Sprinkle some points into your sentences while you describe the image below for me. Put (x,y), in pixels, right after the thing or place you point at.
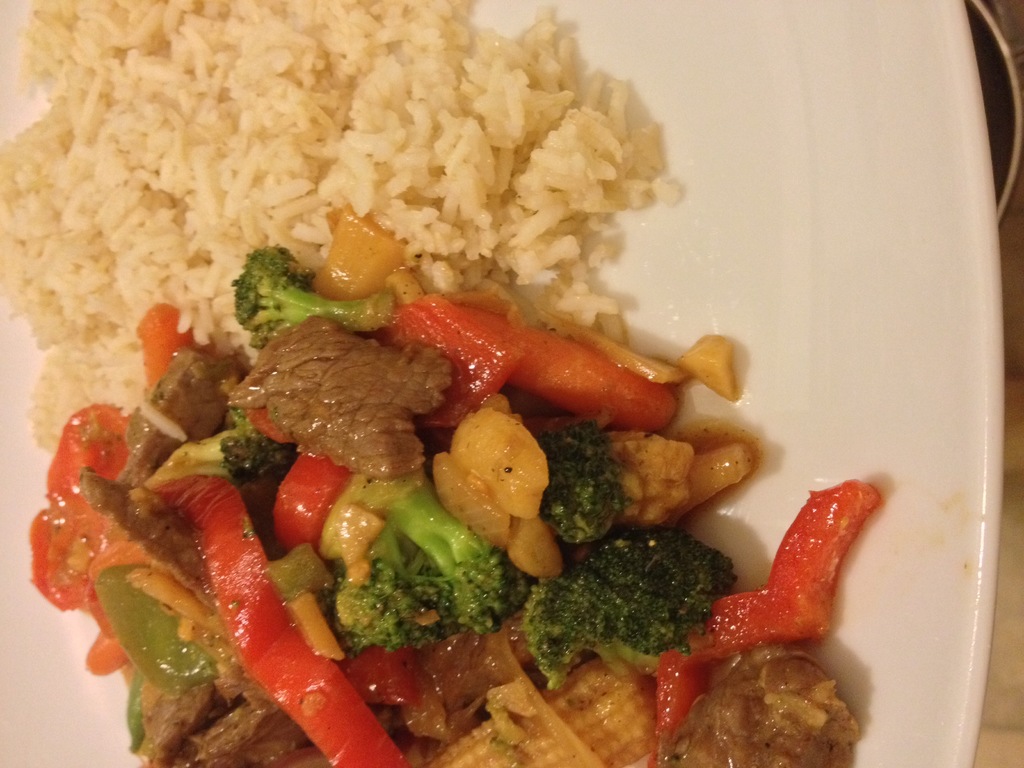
In this image, we can see food (495,400) on the plate (892,593) and at the bottom (1006,595), there is table (1018,180) and a bowl (999,33).
